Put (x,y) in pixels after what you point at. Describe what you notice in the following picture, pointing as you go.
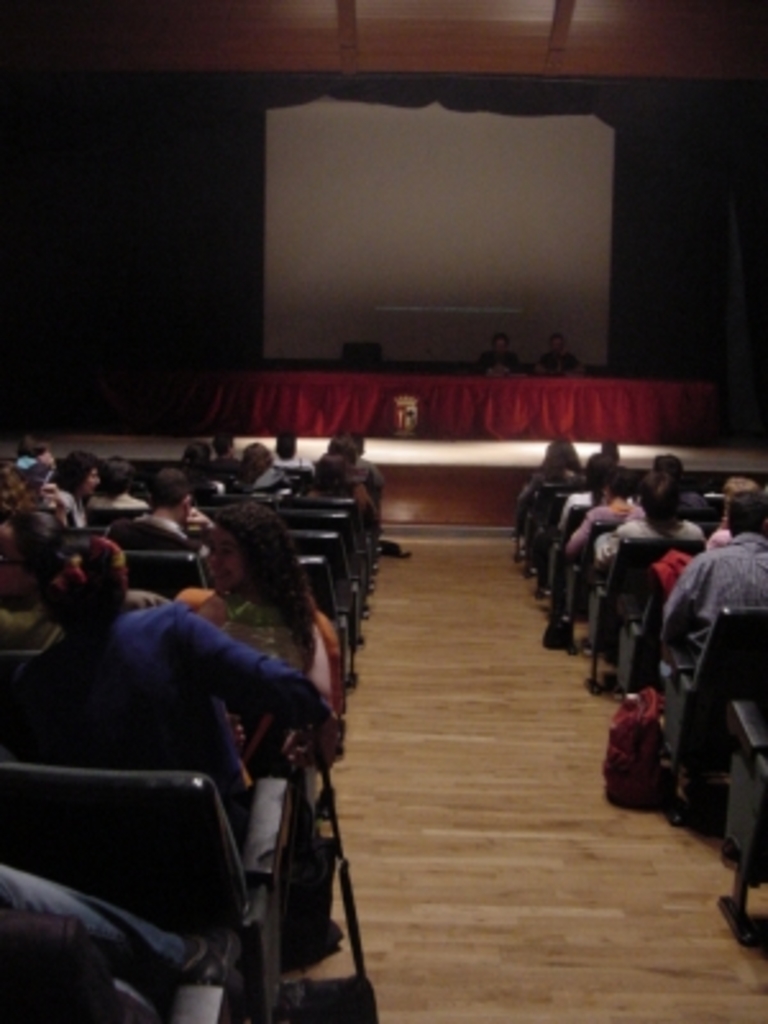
In this image there is floor (506,795) at the bottom (506,795). There are chairs (524,511), people (283,556) on the left (153,777) and right corner. There is a table (634,420), chairs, people (501,356) in the background (605,393). And there is a screen (562,169) in the background (473,350).
